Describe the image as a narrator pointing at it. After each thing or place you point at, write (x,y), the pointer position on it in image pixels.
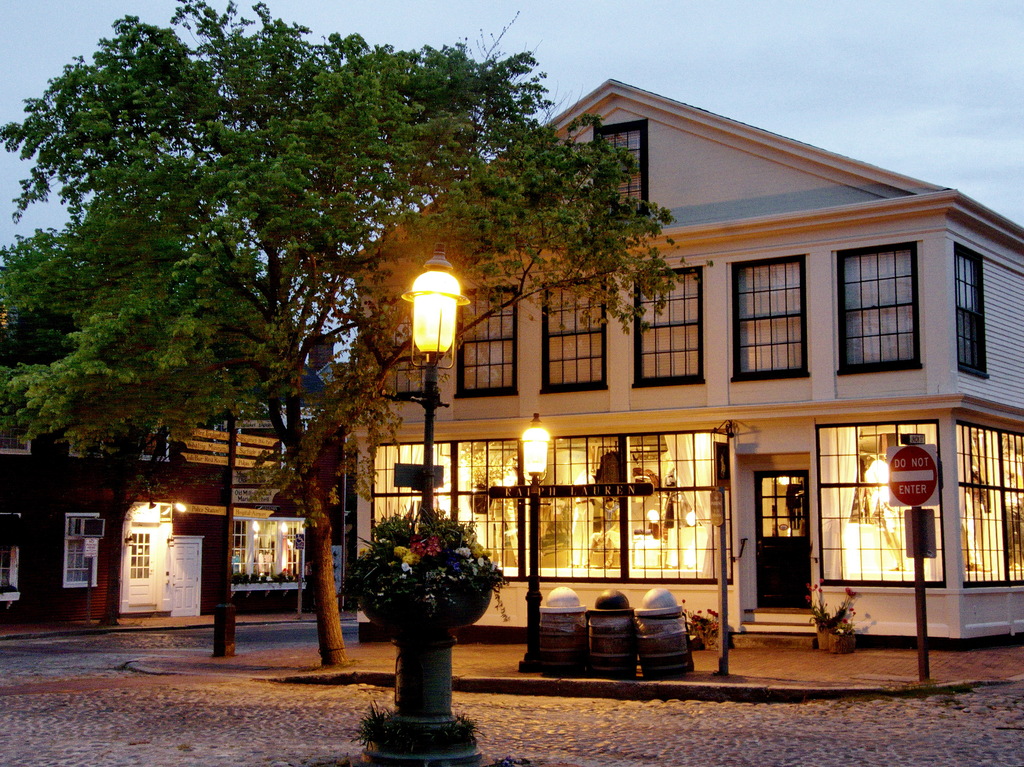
In this picture we can see many buildings (727,397). On the right (784,593) there is a door (784,593), beside that we can see the stairs (773,627) and plants (842,634). At the bottom (477,574) we can see some flowers (426,555) on the plant (410,554), beside that we can see the street lights (428,620). in the bottom left (2,557) there is a window (2,582). In the bottom right (927,660) there is a sign board (925,549), beside that there are three dustbins (649,644) near to the light (526,464). At the top (775,7) we can see sky (805,35) and clouds (917,39).
